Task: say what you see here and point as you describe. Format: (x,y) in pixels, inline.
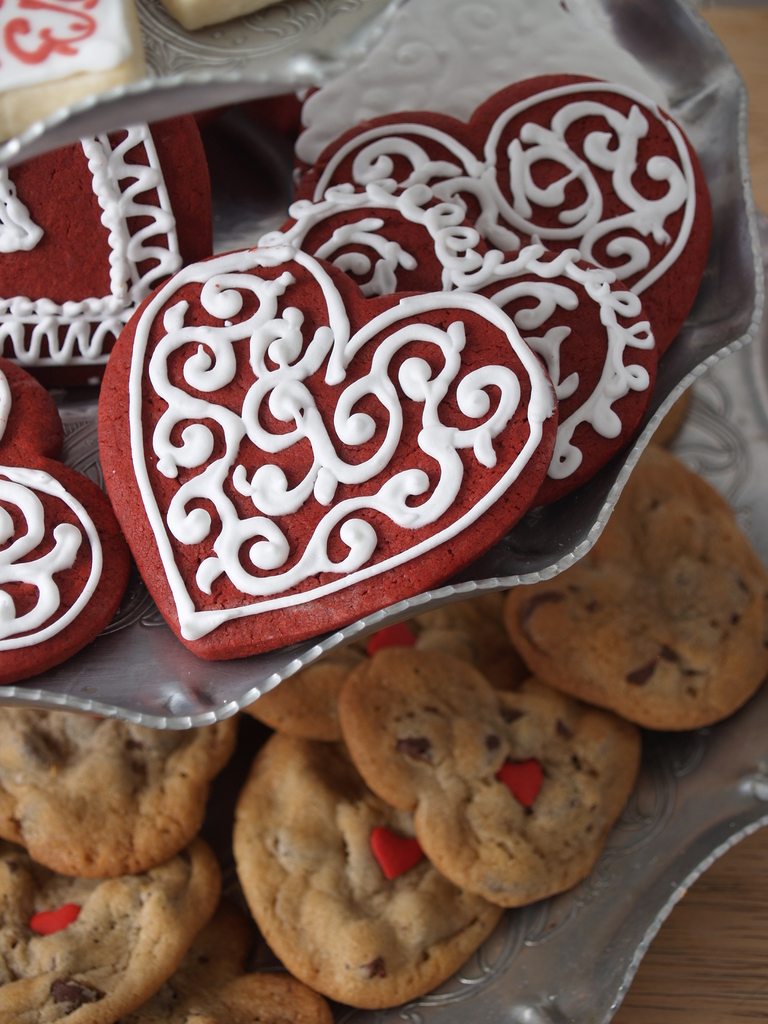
In the center of the image (381,426) there are cookies (235,475) in plate (609,1009) on the table (748,1003).
